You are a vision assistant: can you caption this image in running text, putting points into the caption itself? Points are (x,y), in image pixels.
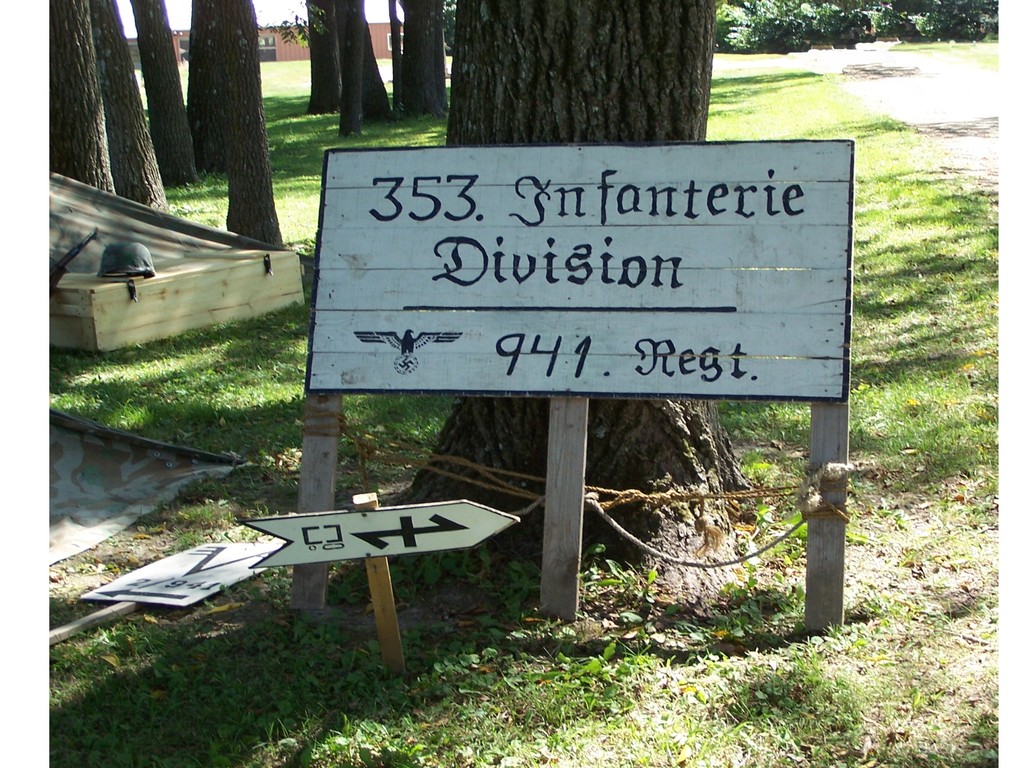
In this image there are trees (245,42) truncated towards the top of the image (508,8), there is the wall (287,45), there are objects (90,273) truncated towards the left of the image (96,296), there is a board (526,316), there is text (582,190) on the board (589,250), there is the grass (879,182), there are plants (536,659), there is a board (136,598) truncated towards the left of the image (145,583).
